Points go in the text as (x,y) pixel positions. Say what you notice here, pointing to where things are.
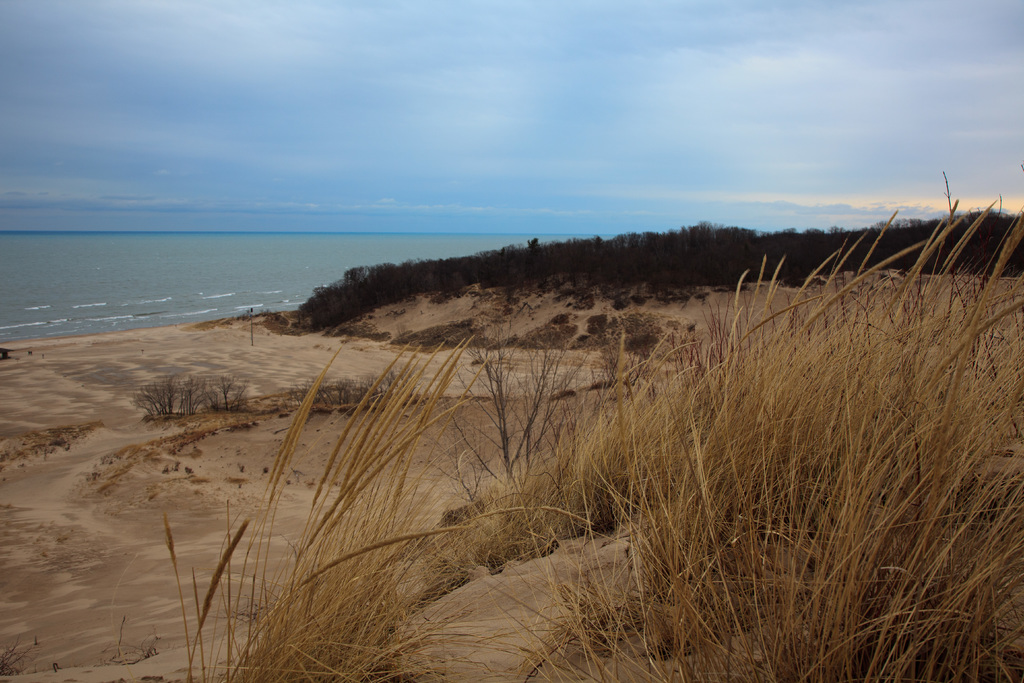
In this picture I can see the open area (149,522), trees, plants (421,332) and grass (1008,296). In the background (235,236) I can see the ocean (182,238). At the top (466,102) I can see the sky (509,81) and clouds (847,22).
